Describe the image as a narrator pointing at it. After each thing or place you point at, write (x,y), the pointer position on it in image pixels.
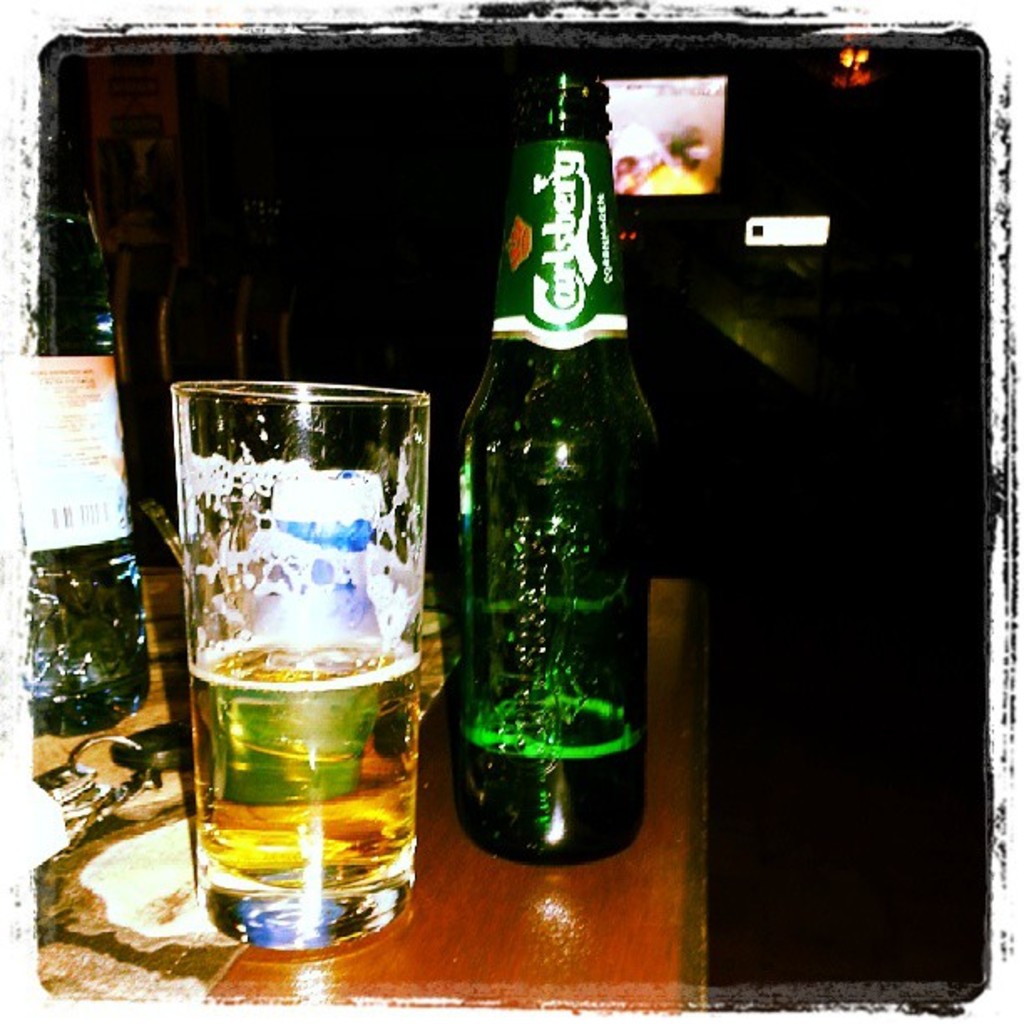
There is a bottle (571,808) and a glass (262,632), keychain (84,789) on the table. On the background (678,159) there is screen (665,174).
